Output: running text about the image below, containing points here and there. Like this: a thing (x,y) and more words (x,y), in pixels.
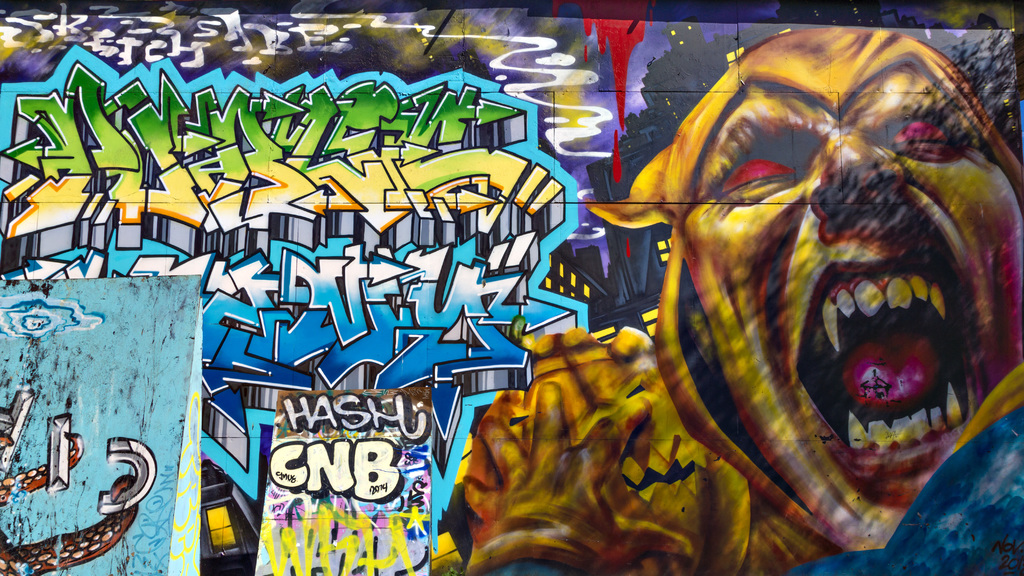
This picture shows graffiti (835,475) on the wall (507,367). We see text (314,468) and cartoon pictures (657,357) on the wall (450,328).
